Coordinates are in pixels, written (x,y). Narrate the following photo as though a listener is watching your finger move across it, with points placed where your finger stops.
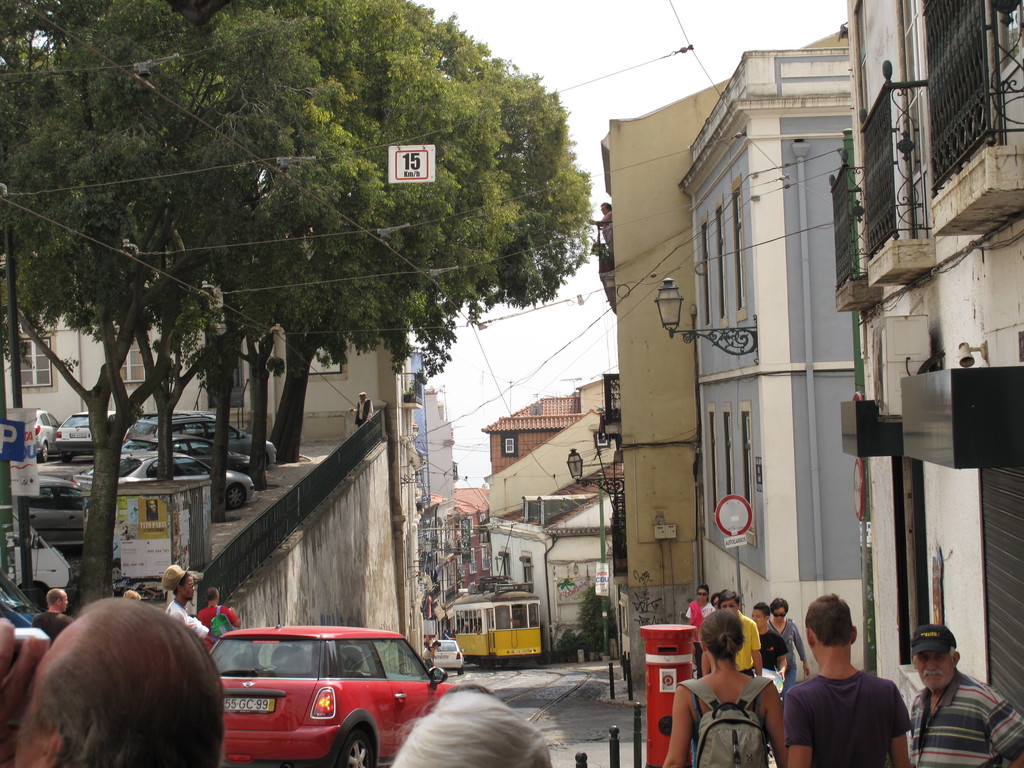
In this picture I can see few people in front and in the middle of this picture (509,269) I can see number of cars (194,433), trees (351,348), wires (461,324) and few more people (58,602). In the background (246,389) I can see the buildings (823,354), a tram (509,593) and the sky (565,316).
